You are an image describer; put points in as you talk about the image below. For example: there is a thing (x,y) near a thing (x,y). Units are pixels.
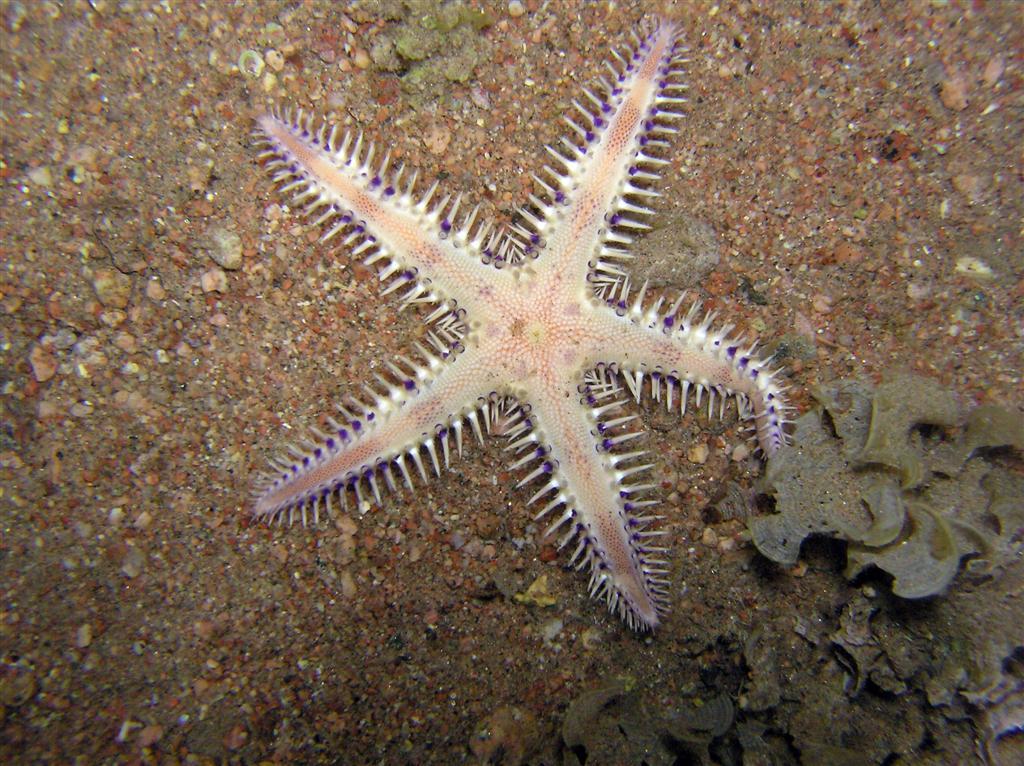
In this image we can see a starfish (523,328). On the ground (210,341) there are stones (310,570). Also there are some other things (865,531).
